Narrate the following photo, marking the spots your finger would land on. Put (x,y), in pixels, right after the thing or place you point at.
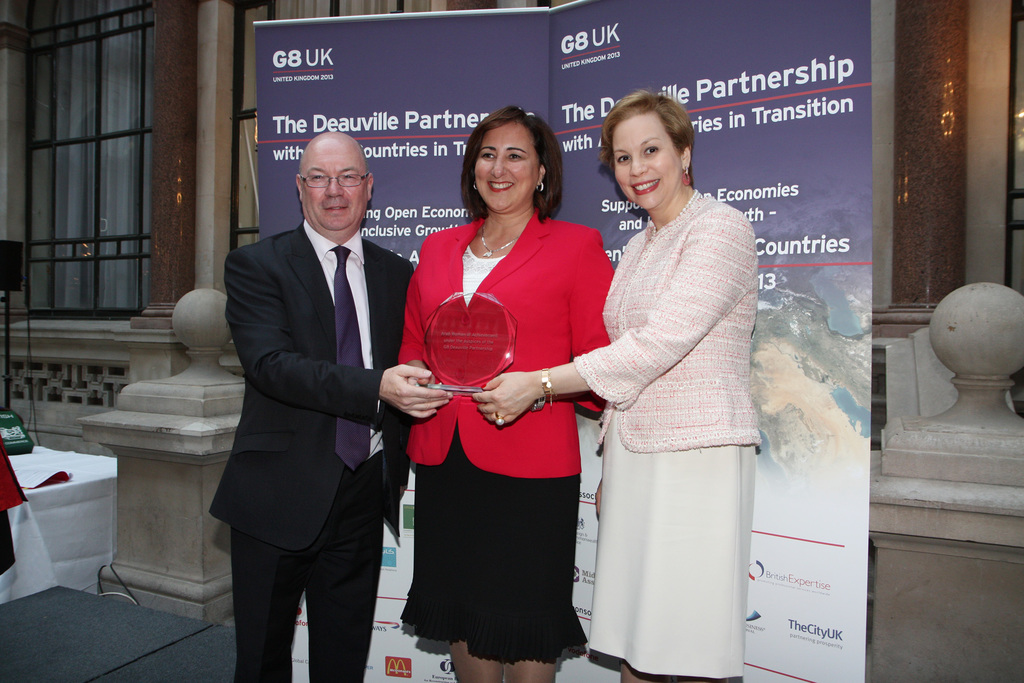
In the center of the image (364,343) we can see three people (469,397) standing and holding an award (477,345). In the background (800,153) there is a board (786,79) and we can see windows (115,79) and a wall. On the left (82,503) there is a table (69,536).
